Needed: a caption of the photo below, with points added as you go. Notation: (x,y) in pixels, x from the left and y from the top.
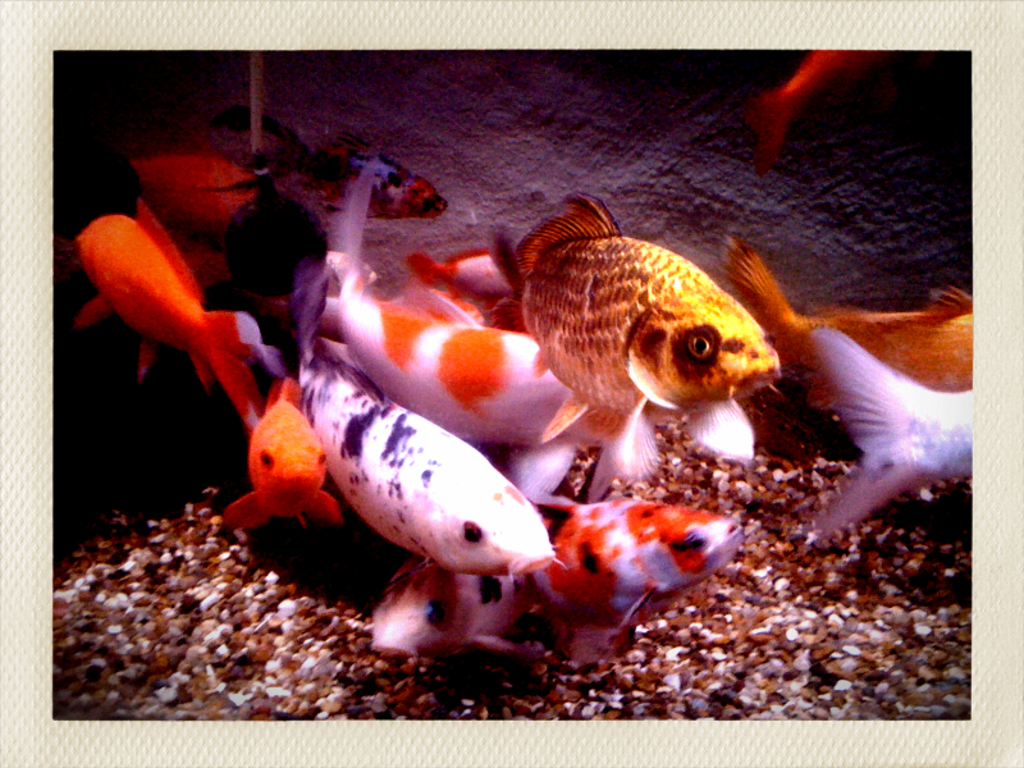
In this image, we can see few fishes (462,543), stones (313,527) and wall (515,203). The border of the image, there is a white color.
